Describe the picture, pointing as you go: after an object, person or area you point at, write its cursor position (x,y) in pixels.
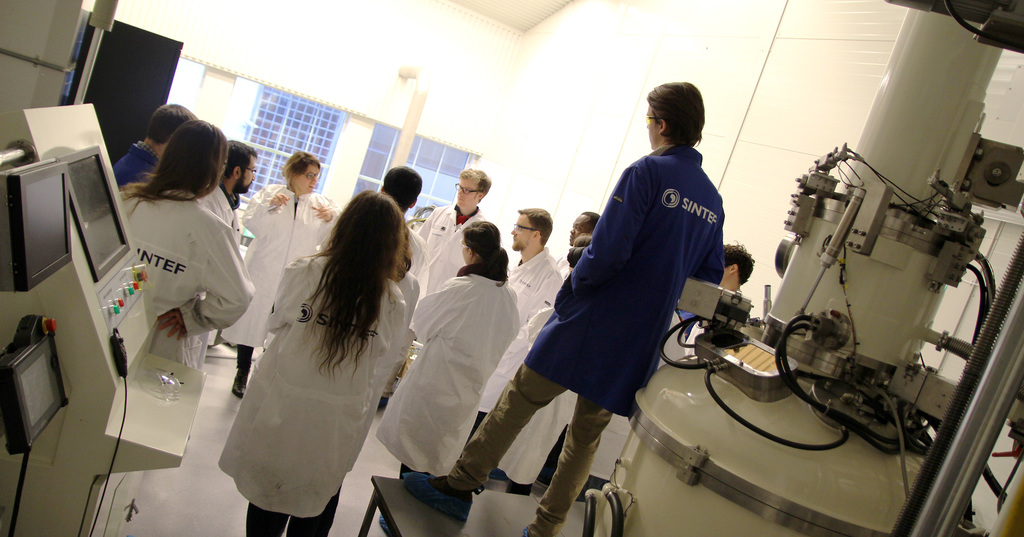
In this picture we can see a group of people (602,313) wore spectacles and standing and beside to them we can see machines (120,271) and windows (373,161).
